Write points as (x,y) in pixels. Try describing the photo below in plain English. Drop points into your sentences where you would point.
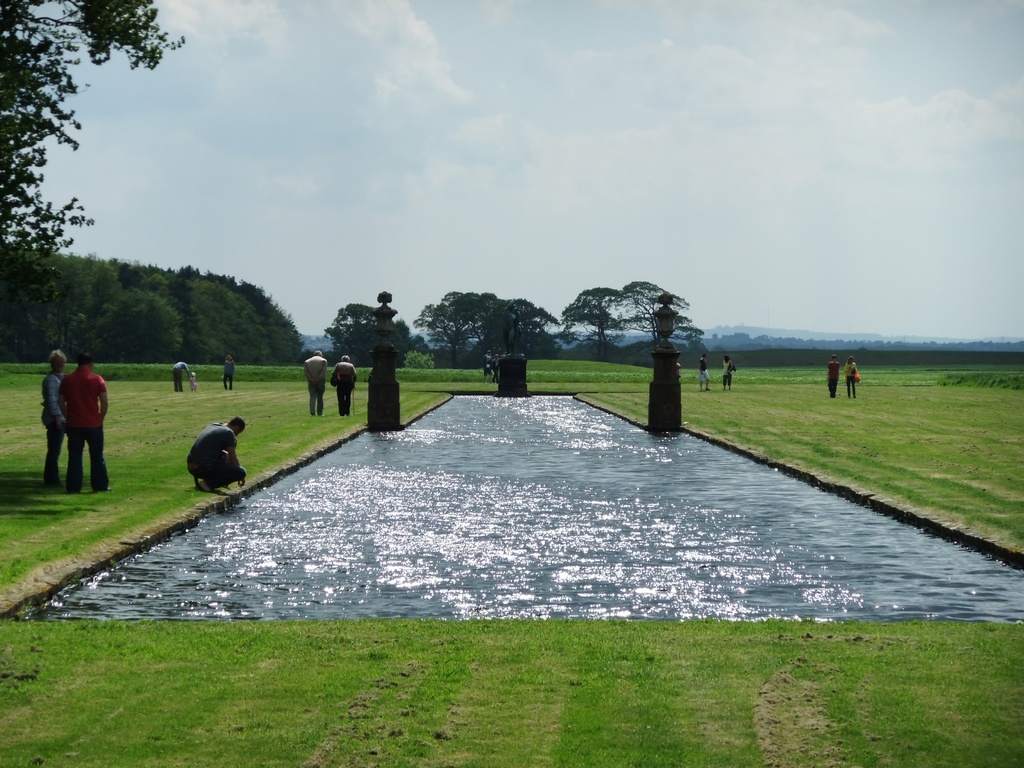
In this image I can see water (456,445) in the centre (548,462) and around it I can see an open grass ground (713,430). I can also see few people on the ground (338,433). On the left side (150,265) and in the background (262,326) I can see number of trees (15,287). I can also see clouds (275,16) and the sky (803,140) in the background (693,220).
